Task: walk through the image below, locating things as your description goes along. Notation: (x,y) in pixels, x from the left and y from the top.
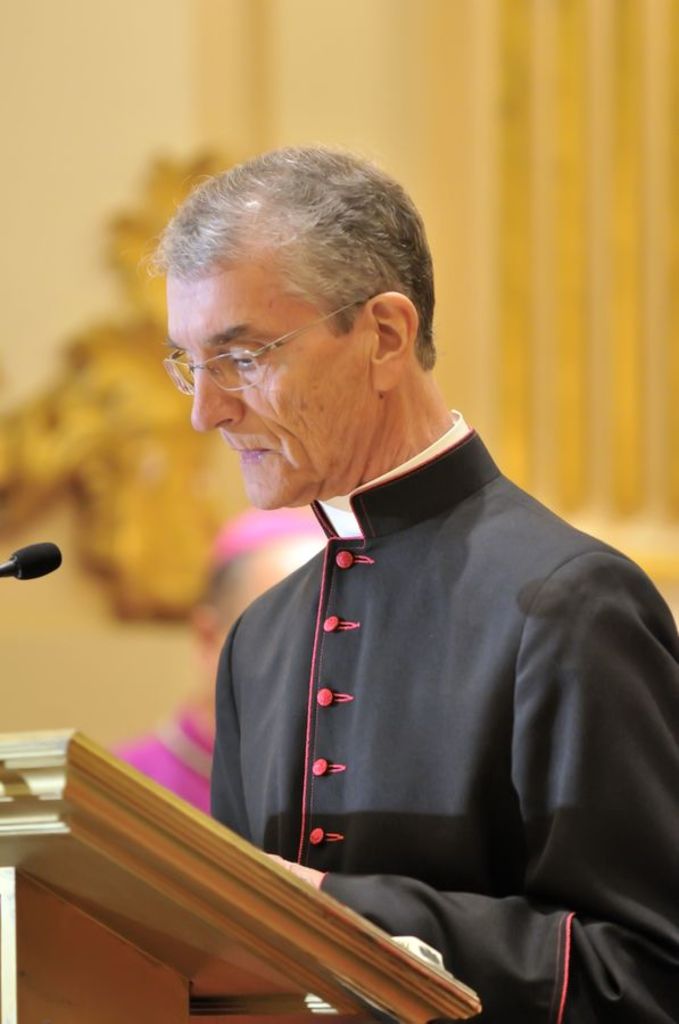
In this image I can see a man (482,910) is standing and I can see he is wearing black colour dress (404,628) and a specs (253,369). In the front of him I can see a podium (144,840) and a mic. In the background (114,585) I can see one more person (244,522) and a thing (81,497) on the wall (188,128). I can also see this image is little bit blurry in the background (135,169).
